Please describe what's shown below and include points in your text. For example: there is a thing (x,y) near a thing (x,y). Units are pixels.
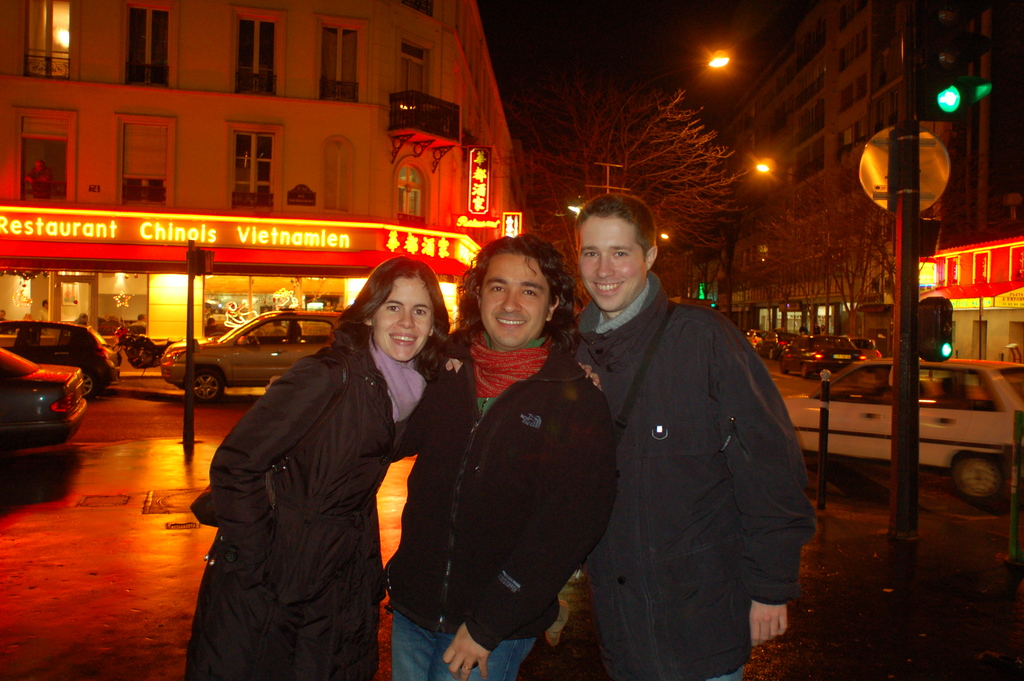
In this image, there are three people (418,477) standing and smiling. Behind these people (405,315), I can see the vehicles (80,347) on the road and buildings (241,254) with name boards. On the right side of the image (928,91), I can see a traffic light (930,120) to a pole (914,94). There are trees (758,208) and street lights (714,65).
